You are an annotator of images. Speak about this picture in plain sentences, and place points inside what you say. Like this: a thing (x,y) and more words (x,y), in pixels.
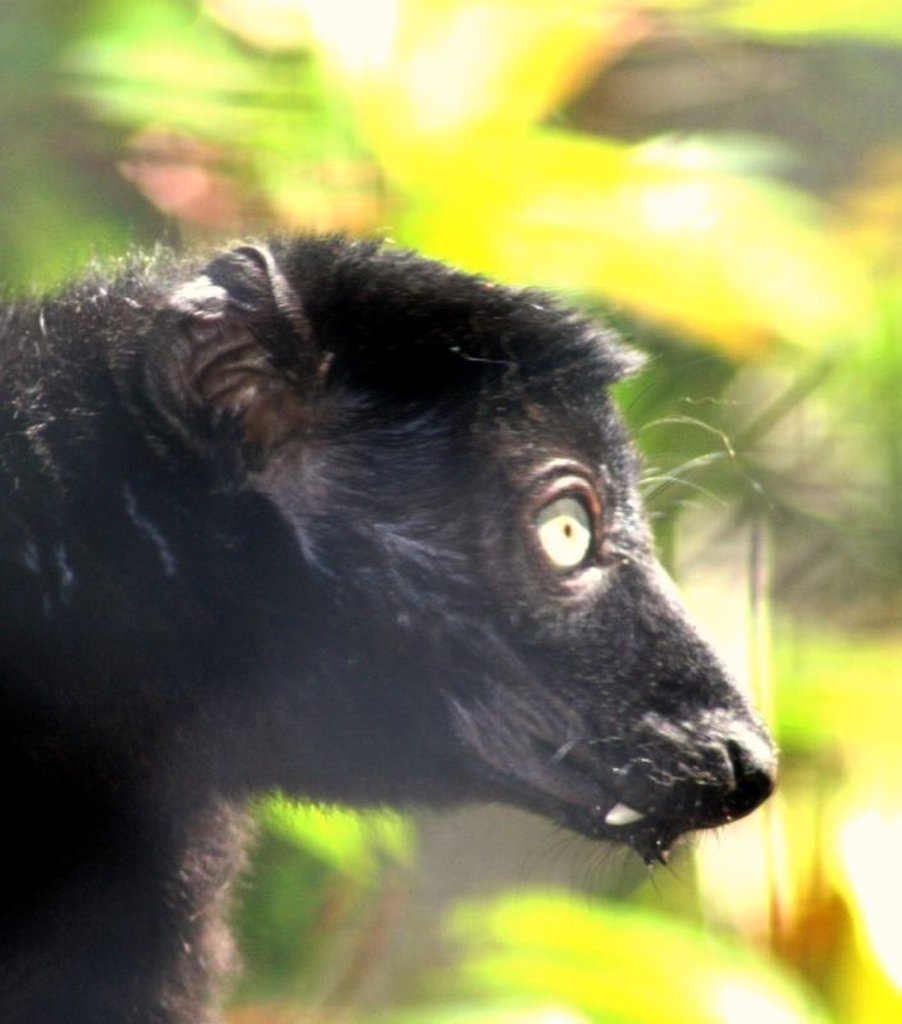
In this picture I can see an animal (243,455) which is of black color and I see that it is totally blurred in the background (559,839).
